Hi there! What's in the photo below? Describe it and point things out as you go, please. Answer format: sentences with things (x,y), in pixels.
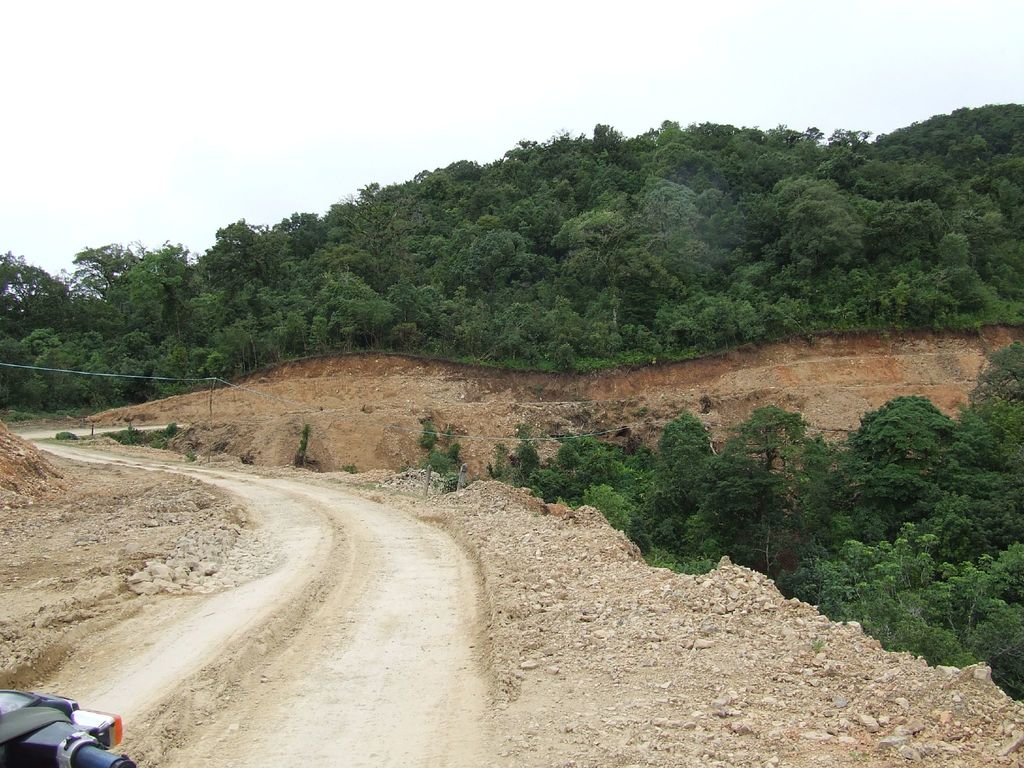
In the picture I can see the vehicle handle (77,745) on the left side of the image (77,760), here I can see the way (402,679), stones (79,532), trees (603,489) and the plain sky (156,188) in the background (297,222).
